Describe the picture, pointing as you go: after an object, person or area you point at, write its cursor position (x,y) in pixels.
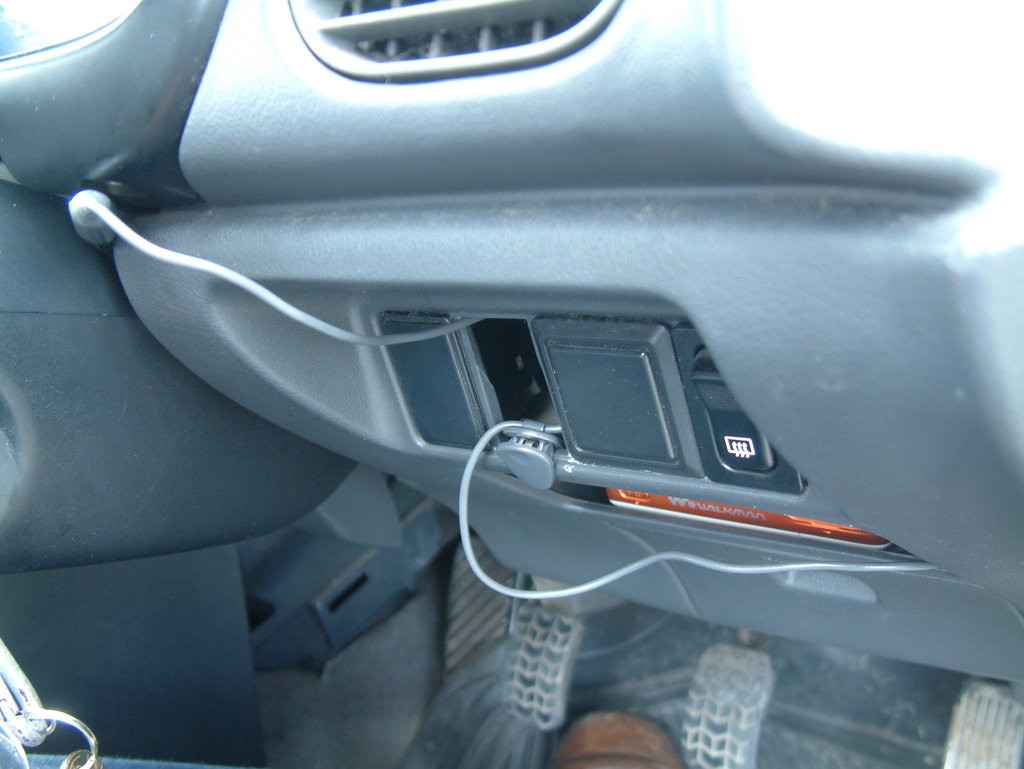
In this image we can see an inside of a car (516,522), there is an object (98,755) towards the bottom of the image (630,755), there is a wire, there is a dashboard (448,219) towards the left of the image (216,244), there is a wire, there are pedals (979,730) in the car (802,722).
